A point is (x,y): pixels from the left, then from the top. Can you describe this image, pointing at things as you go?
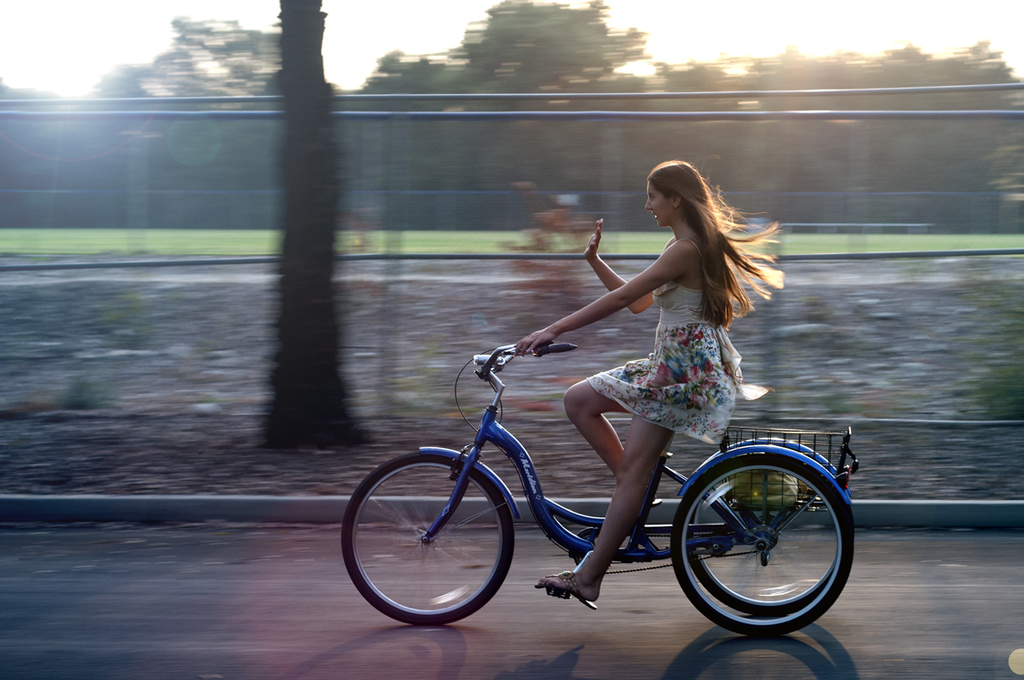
On the background (707,46) we can see sky (689,49), trees (611,54). This is a net (481,298). We can see a woman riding a bicycle (808,600) on the road (140,571).
